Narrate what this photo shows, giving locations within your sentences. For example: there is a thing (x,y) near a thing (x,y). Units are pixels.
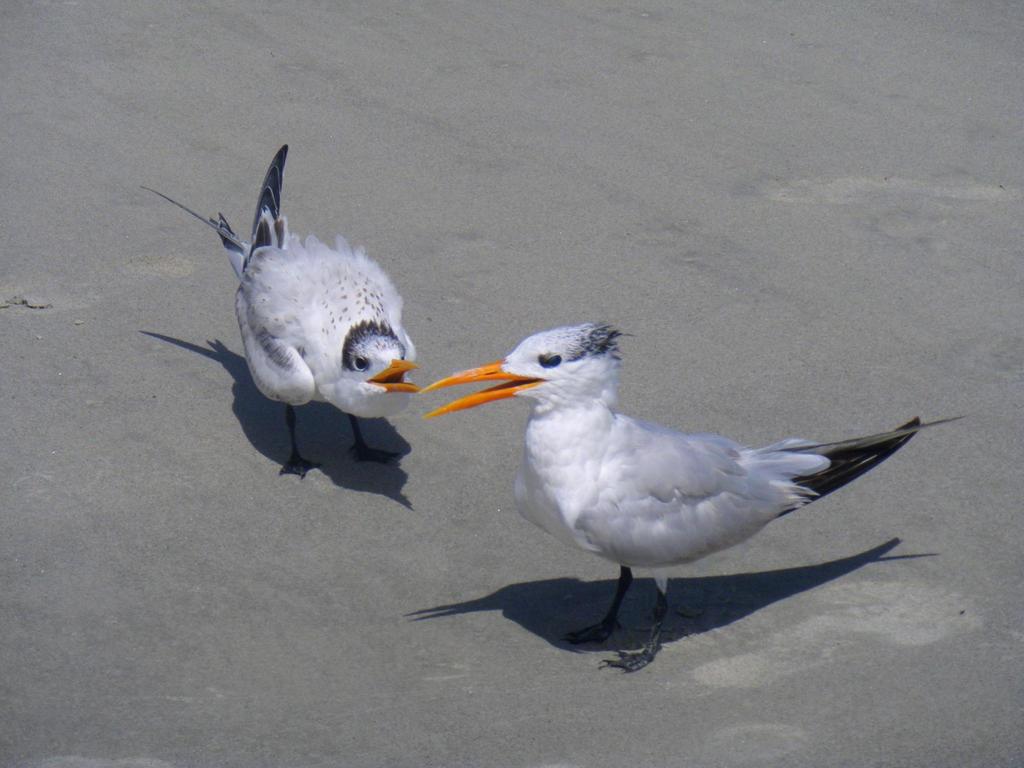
In this image I can see two birds (463,375) standing on the ash color surface (345,674). These birds (638,483) are in white, black and orange color.
